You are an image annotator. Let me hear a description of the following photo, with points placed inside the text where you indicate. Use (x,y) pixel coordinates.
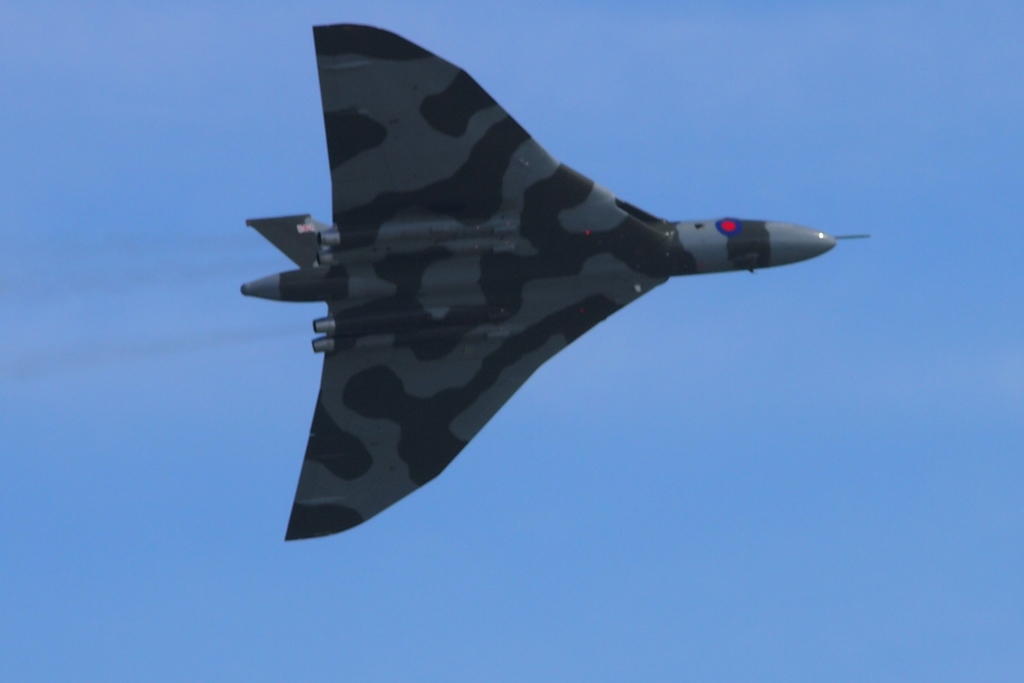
In this picture we can see an aircraft (472,280) is flying. Behind the aircraft (430,265), there is the sky (103,388).
